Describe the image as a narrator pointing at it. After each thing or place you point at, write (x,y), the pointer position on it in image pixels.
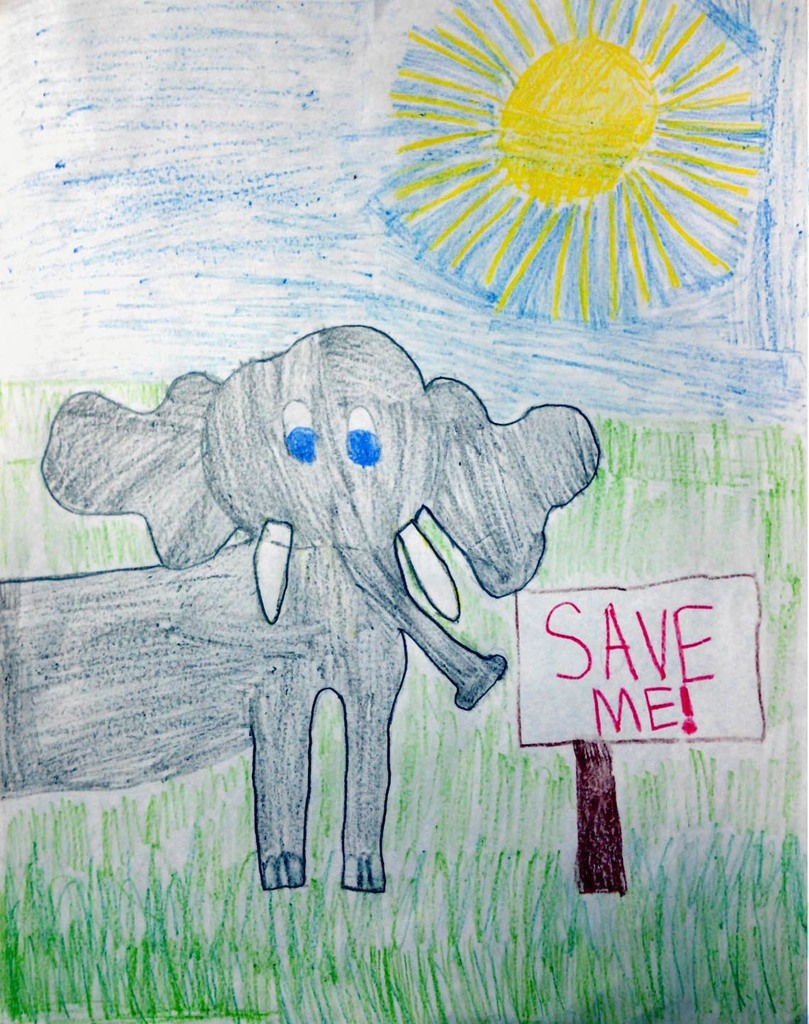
In this picture we can see a painting (515,844), in this painting (340,739) we can see grass (309,819), an elephant (272,593), the Sun (504,164) and a board (611,677).
